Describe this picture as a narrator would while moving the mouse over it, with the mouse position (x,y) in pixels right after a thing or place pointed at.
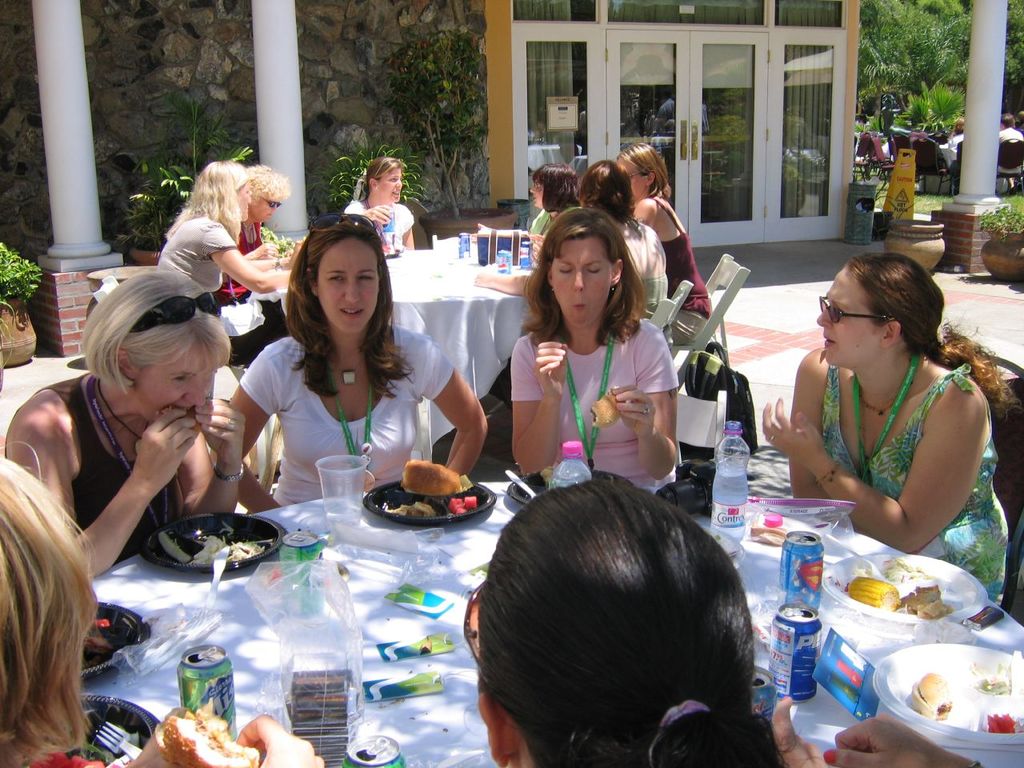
In this image there are group of people (643,515) sitting on the chair (678,326). On the table (336,653) there are tinplate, food (425,491), glass (337,492), water bottle (727,480) and cloth (364,595) on the table (364,534). At the background (507,126) there are flower pot (449,217) and building (630,107) with a glass door (726,130). On the floor (816,270) there is a bin (867,198) and a sign board (910,179).
